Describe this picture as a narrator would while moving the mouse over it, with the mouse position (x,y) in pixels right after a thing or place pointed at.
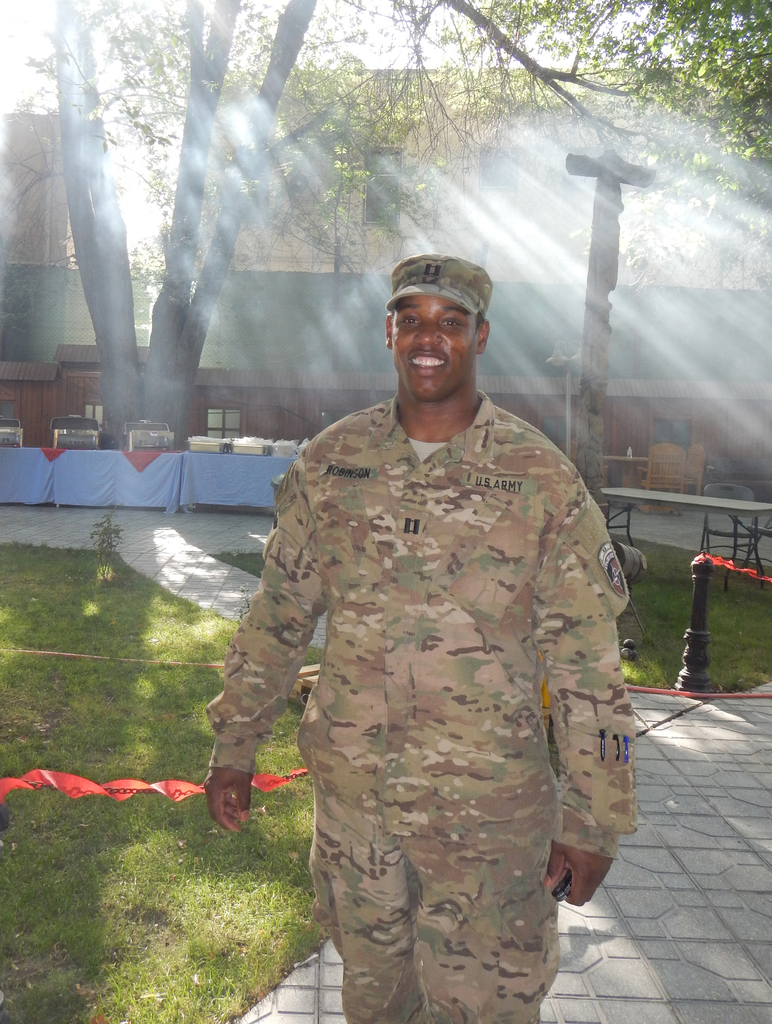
In this picture I can see few buildings (427,179) and I can see chairs (667,472) and tables (658,498) and I can see a man (355,621) standing he wore a cap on his head (427,372) and I can see smile (411,363) on his face (436,389) and I can see grass (671,674) on the ground (141,761) and few trees (705,123) and a cloudy sky (126,173).
